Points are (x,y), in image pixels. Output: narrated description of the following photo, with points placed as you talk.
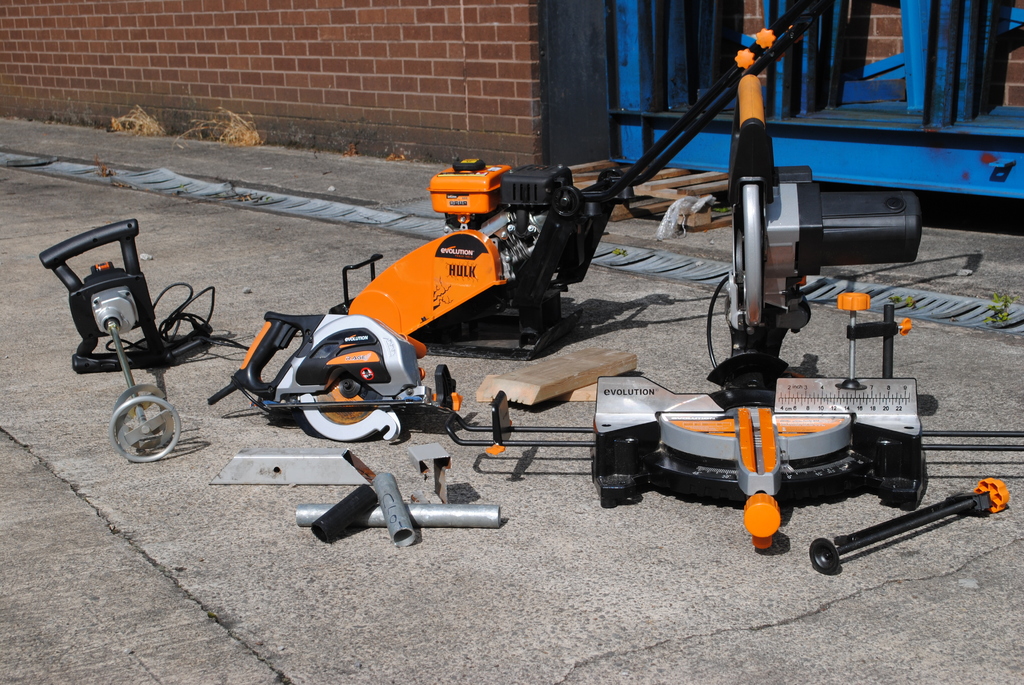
In this picture I can observe machinery (385,374) placed on the land (160,283). This machinery (397,314) is in orange and black color. In the background (323,96) I can observe wall (341,54).
